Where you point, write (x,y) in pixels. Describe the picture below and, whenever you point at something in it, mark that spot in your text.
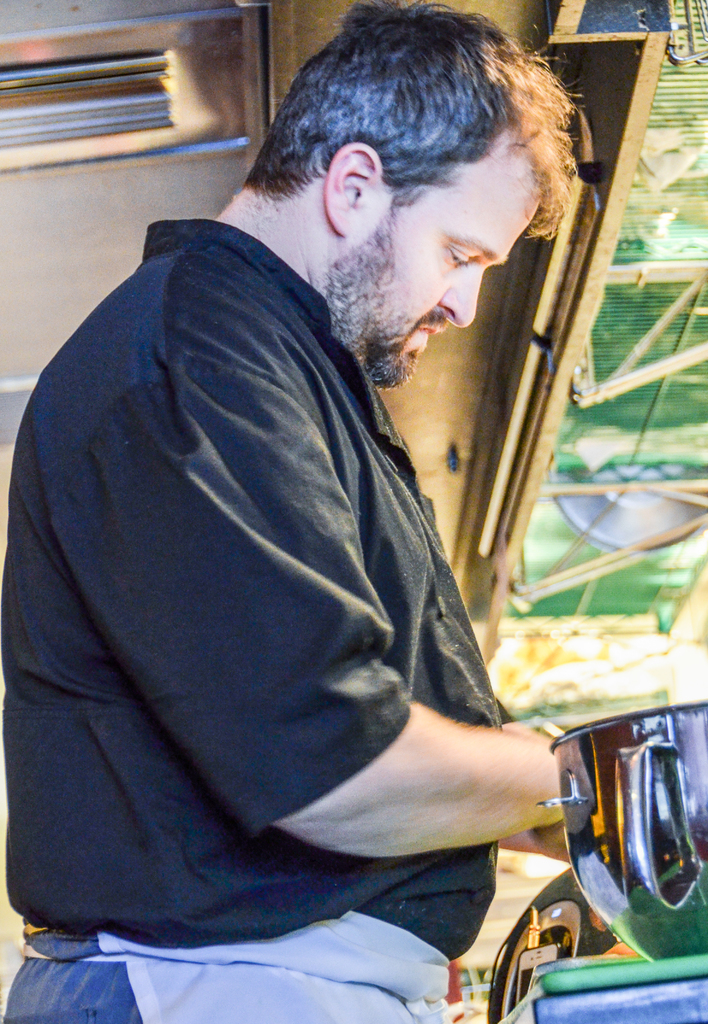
As we can see in the image there is a man (392,482) wearing black color shirt (308,573) and in front of him there is a bowl (638,843).
